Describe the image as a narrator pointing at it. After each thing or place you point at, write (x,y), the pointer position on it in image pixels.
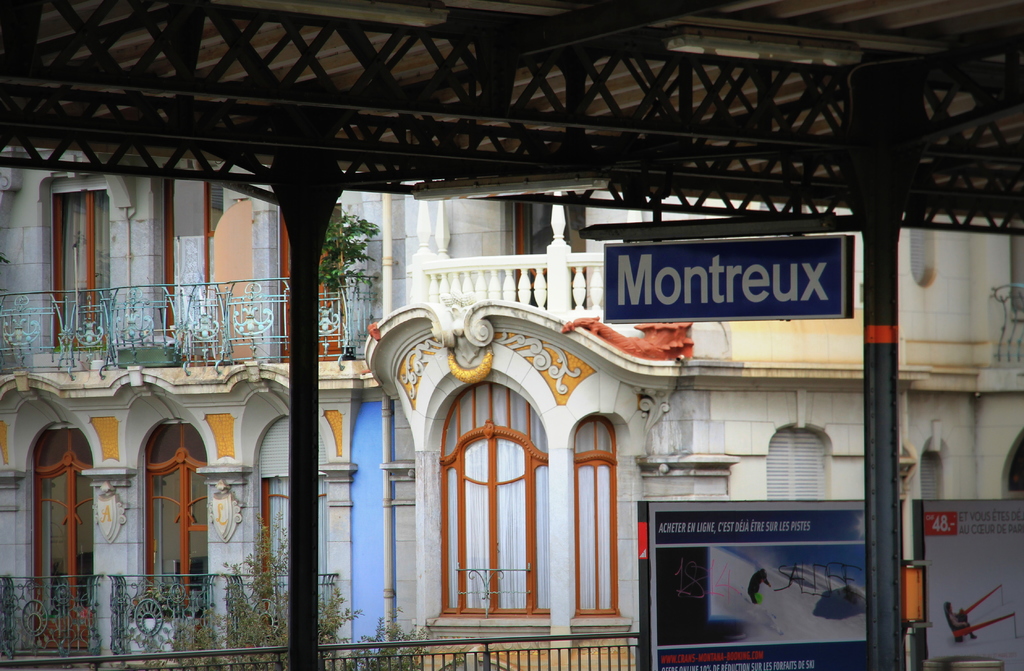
In this image, in the middle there are sign boards (785,250), pole (883,391), text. In the background (801,472) there are buildings (397,508), plants (389,636), railing (389,667), pole (315,230), windows (275,534), roof (434,78).
